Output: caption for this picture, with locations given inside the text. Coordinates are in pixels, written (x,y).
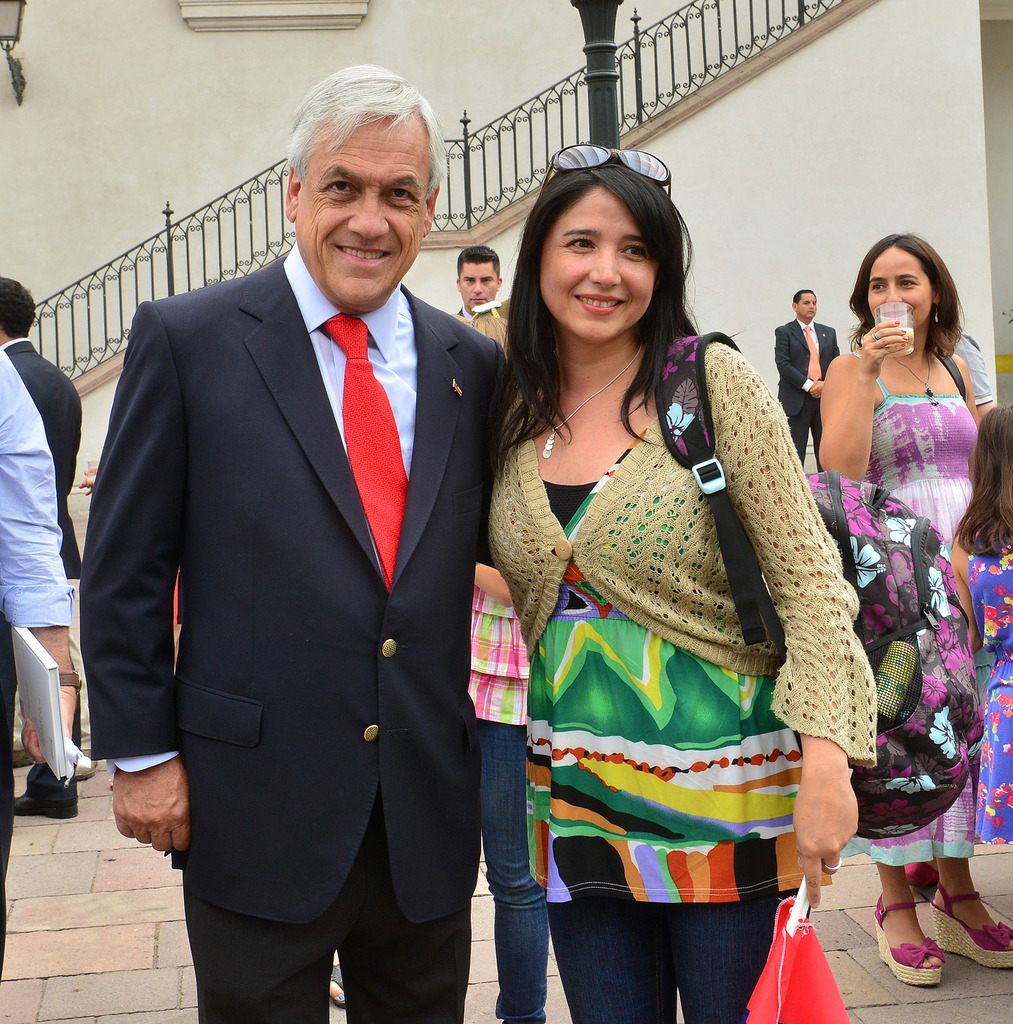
In the picture we can see group of people (485,402) standing, in the foreground of the picture (308,472) we can see man (470,634) and woman (664,642) standing together and posing for a photograph and in the background of the picture (56,256) there is a wall (15,211).
